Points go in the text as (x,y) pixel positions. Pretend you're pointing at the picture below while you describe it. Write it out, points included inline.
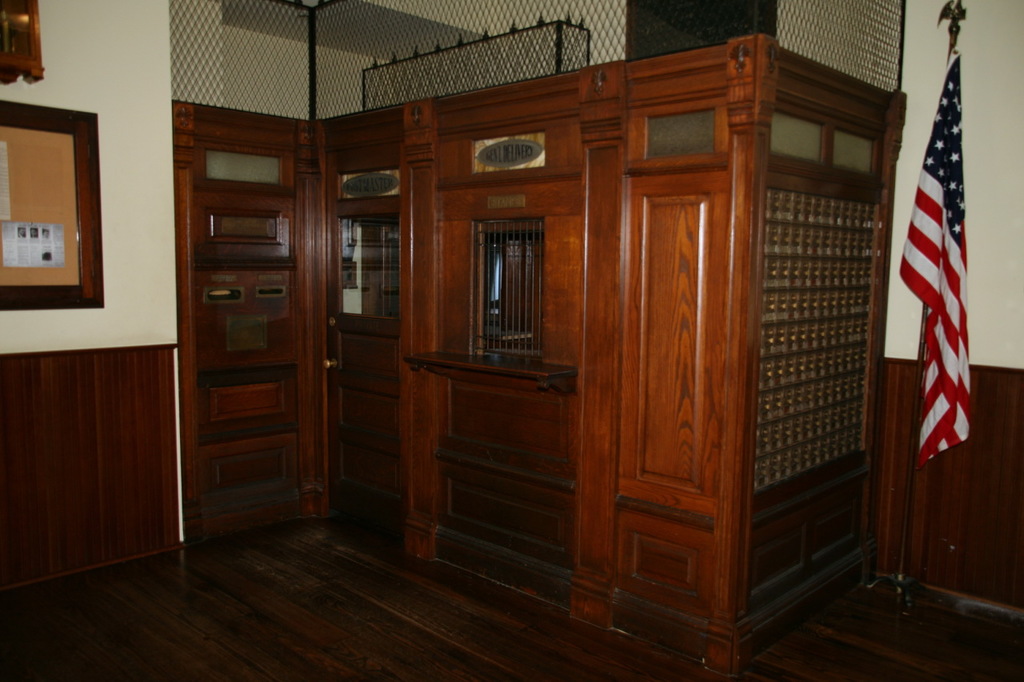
In this image I can see in the middle (369,360) it looks like a wooden cabin (559,313), on the left side (95,165) there is a frame (89,245) on the wall (155,229). On the right side (958,389) there is a flag (950,377).
